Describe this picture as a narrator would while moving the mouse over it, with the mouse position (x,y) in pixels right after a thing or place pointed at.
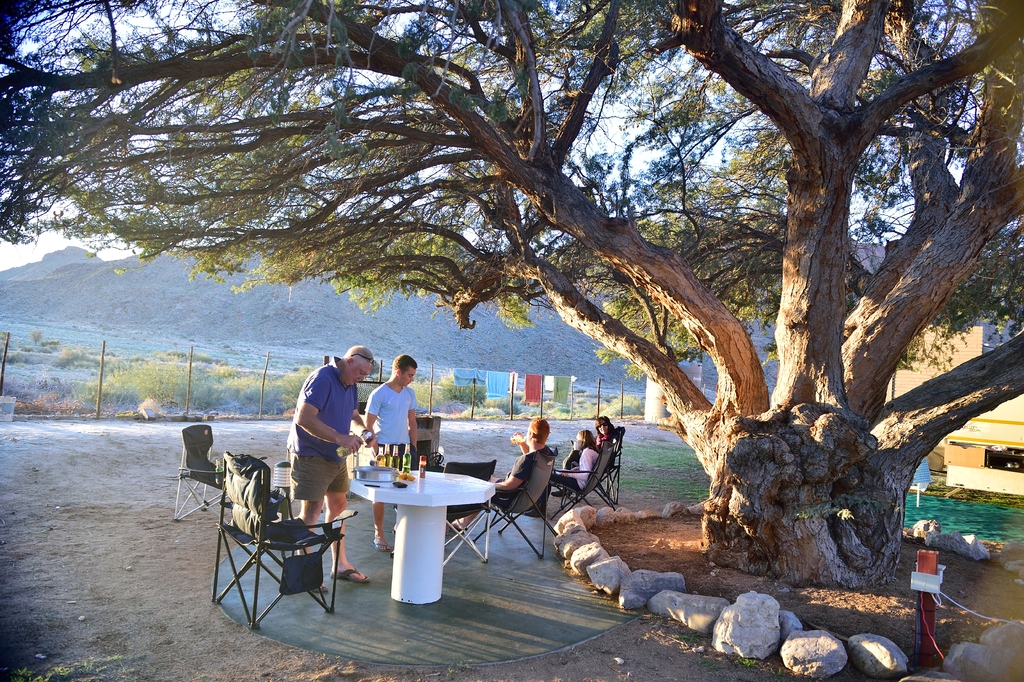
Few people (579,460) are sitting on the chairs (549,478). Here a man (330,484) is taking the beer bottles (405,465). At the right (822,346) there is a big tree (831,439) behind it there is a building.
